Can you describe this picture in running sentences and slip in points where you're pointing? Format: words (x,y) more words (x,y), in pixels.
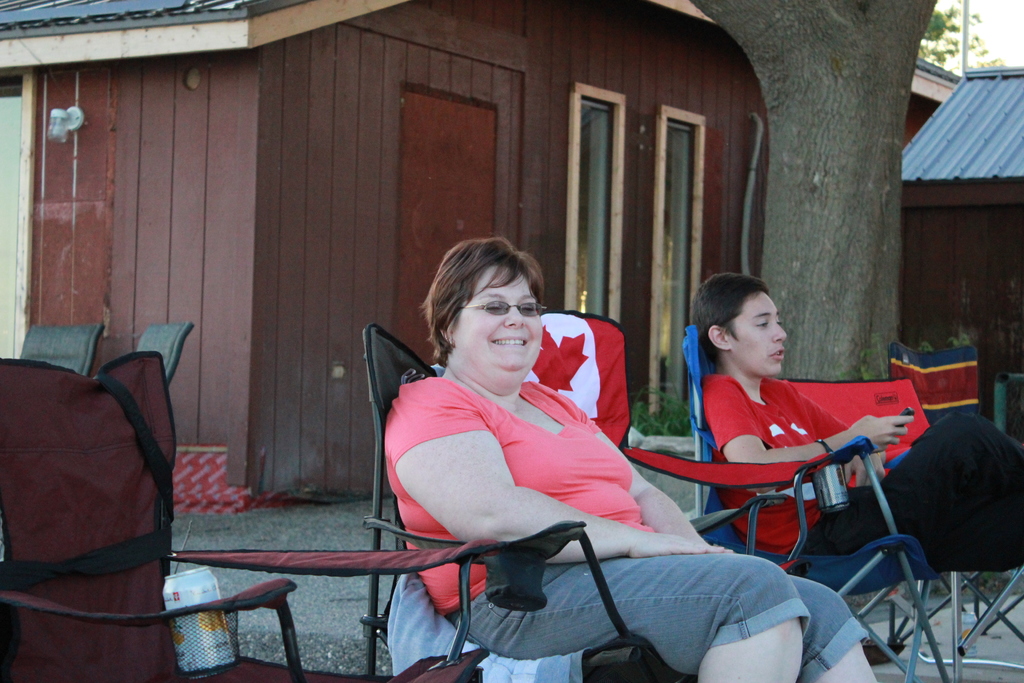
As we can see in the image there is a wooden house (350,227), chairs (367,359) and two people (560,471) sitting over here.
